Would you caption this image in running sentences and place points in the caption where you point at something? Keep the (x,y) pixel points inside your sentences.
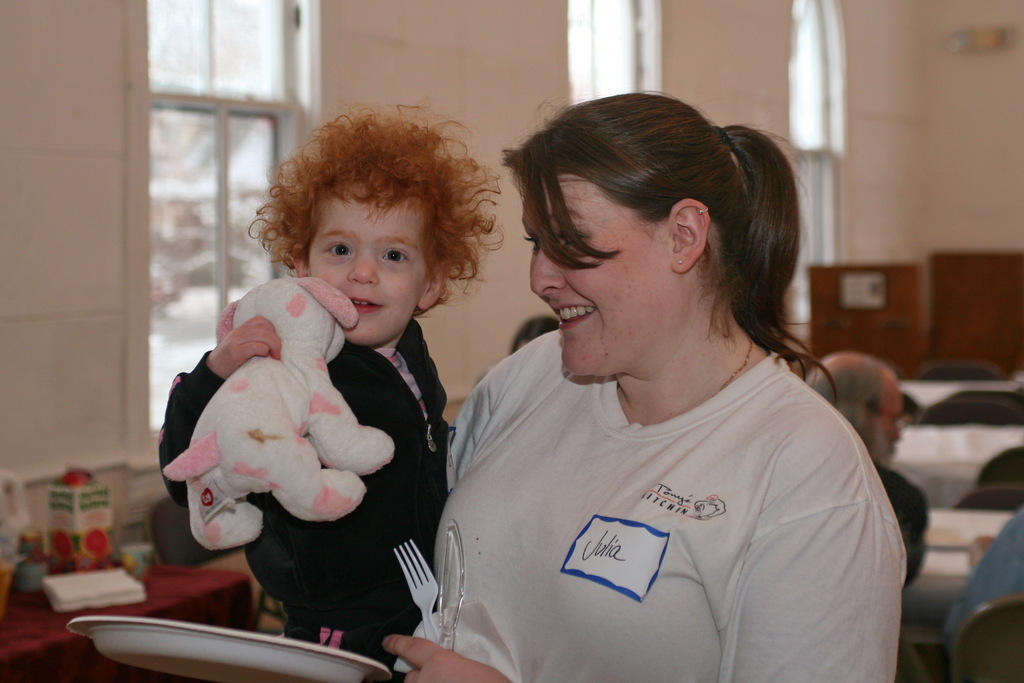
In this image in the front (367,492) there are persons (494,438) smiling and the woman (727,511) is holding plate (336,663) fork (423,615) and a knife (456,594) in her hand (406,656) and there is a kid (349,399) holding a toy (290,410) and smiling. In the background (861,423) there are persons (881,423), there are empty chairs (956,416), there are empty tables (956,439) and there are windows (157,197). On the left side (172,592) there is a table (157,599) and on the table (113,604) there are objects (108,573) which are black, white and red in colour.
